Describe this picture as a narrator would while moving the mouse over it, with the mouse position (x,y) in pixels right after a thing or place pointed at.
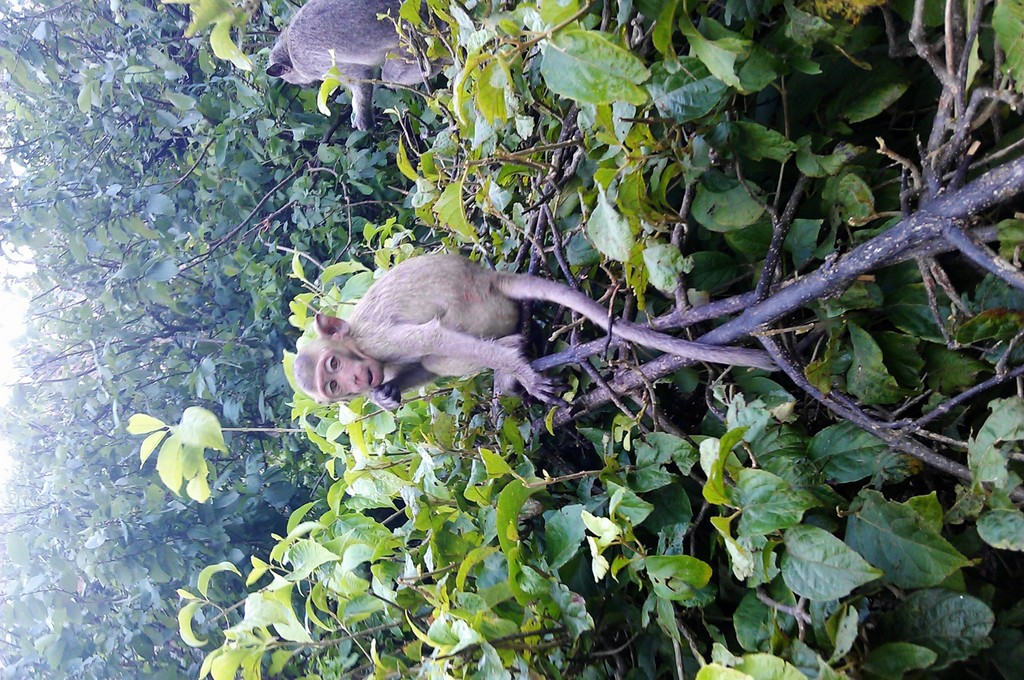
In this image, we can see two monkeys (472,309) on the trees (273,38). Here we can see leaves (620,511), stems (636,551) and branches (942,468).
